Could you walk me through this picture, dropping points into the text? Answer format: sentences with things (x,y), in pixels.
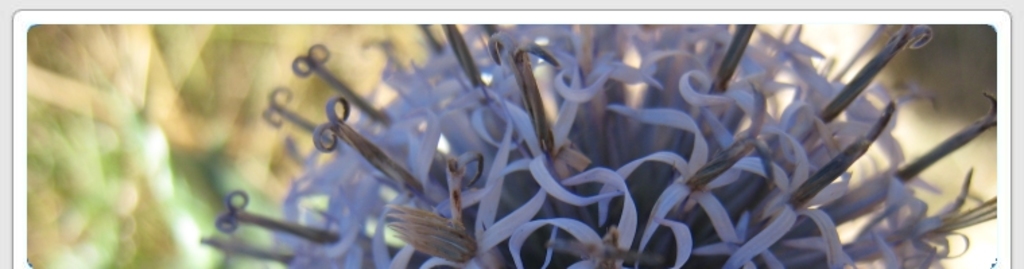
In this picture, there is a flower (461,105) which is in purple in color.
